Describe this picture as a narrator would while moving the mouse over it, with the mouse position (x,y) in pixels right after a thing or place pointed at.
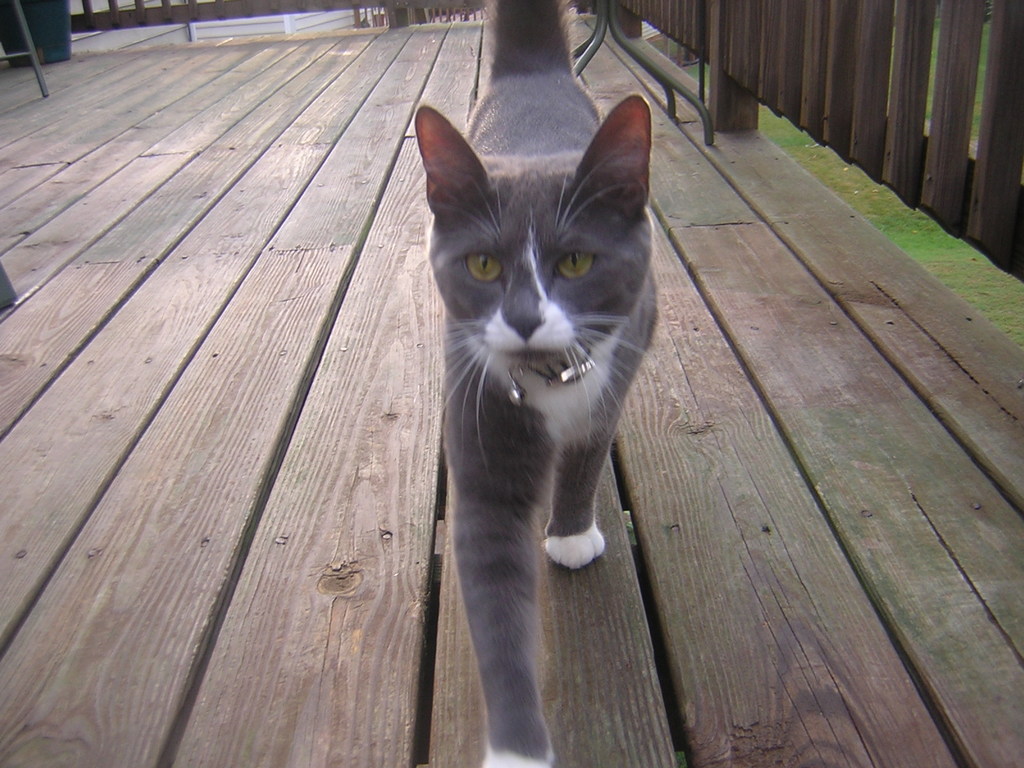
In this image I can see a cat (619,194) walking on the wooden path (836,497). Cat (572,155) is in ash and white color. Back I can see a fencing (818,83) and green grass (946,250).
